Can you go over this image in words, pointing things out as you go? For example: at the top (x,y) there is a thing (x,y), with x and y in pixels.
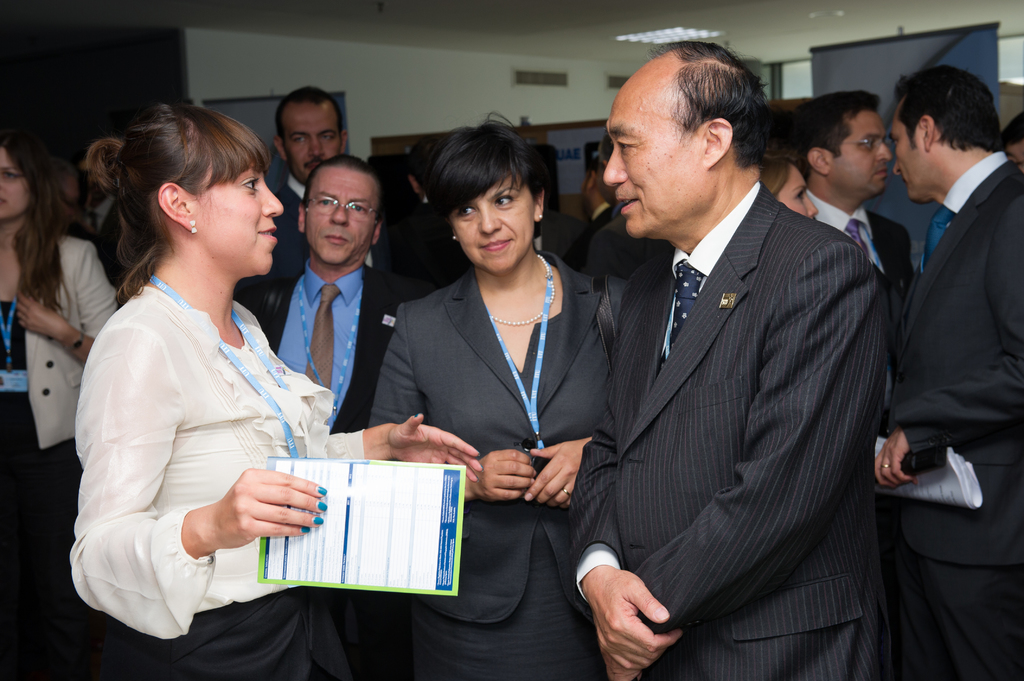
In the foreground of the picture (592,300) there are people (343,208) standing, many are wearing suits (737,251). In the background (791,72) there are boards (986,76), door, lights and window (803,81).
